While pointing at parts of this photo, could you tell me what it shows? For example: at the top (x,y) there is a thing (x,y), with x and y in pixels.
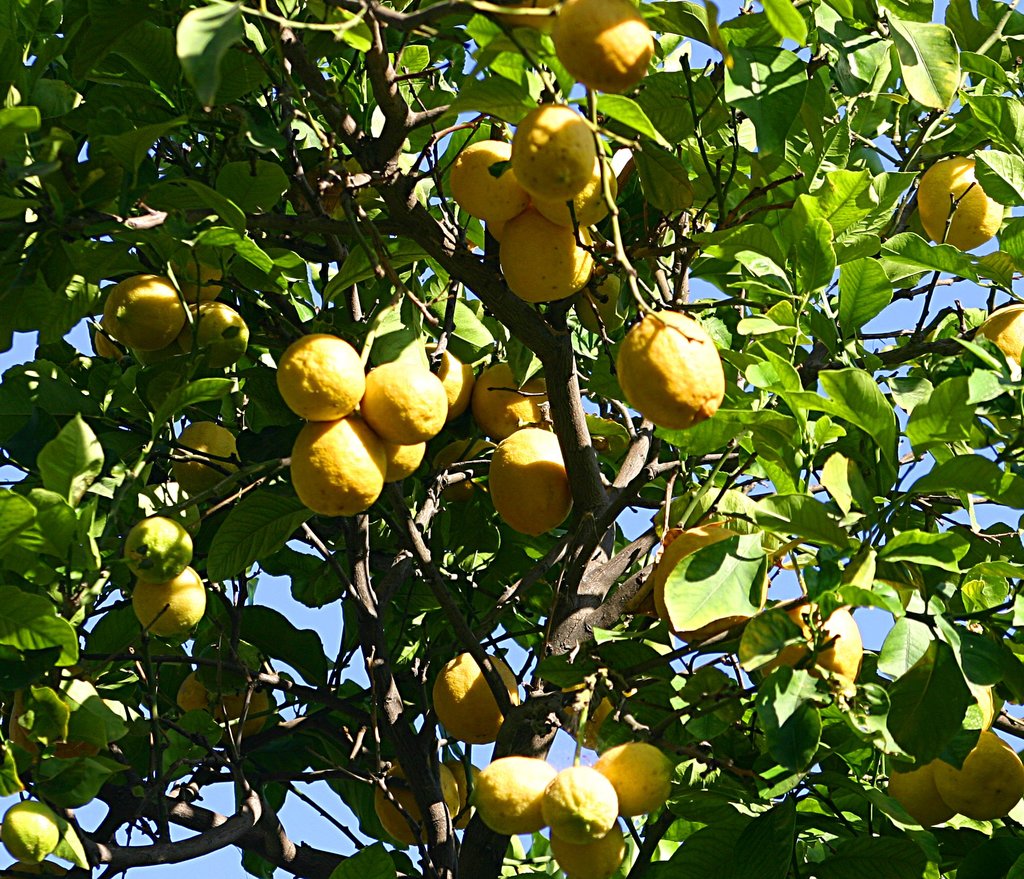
In this image we can see a lemon tree (546,505).
